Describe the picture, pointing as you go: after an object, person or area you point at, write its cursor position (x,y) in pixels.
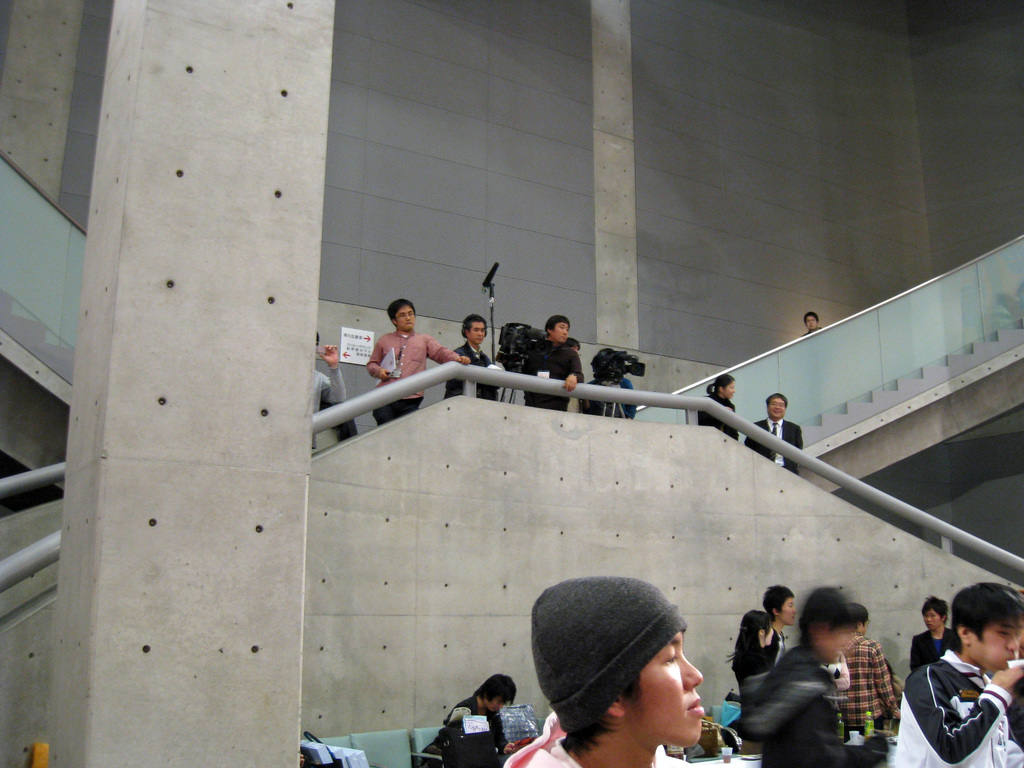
In this image we can see people (559,728) and one of them is holding an object (393,355). Here we can see chairs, bottle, pillar (309,328), walls (349,247), steps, railings (442,379), mike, and a board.
